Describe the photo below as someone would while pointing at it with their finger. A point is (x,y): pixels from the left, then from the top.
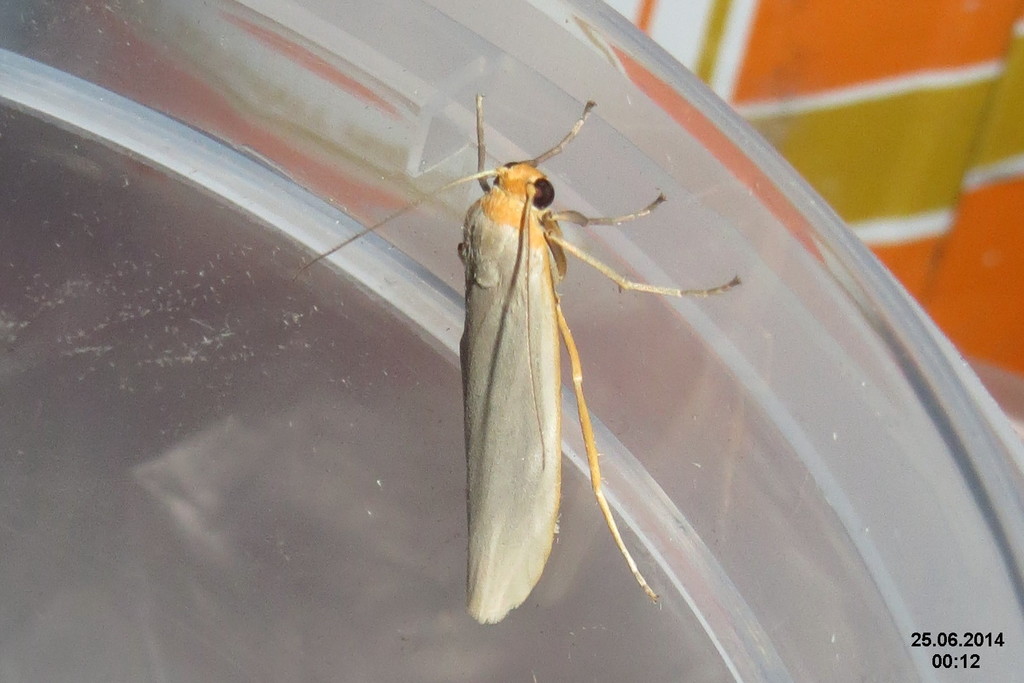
In this image we can see a moth (620,279) on the container (623,312). In the background (800,90) there is a cloth (873,164).
